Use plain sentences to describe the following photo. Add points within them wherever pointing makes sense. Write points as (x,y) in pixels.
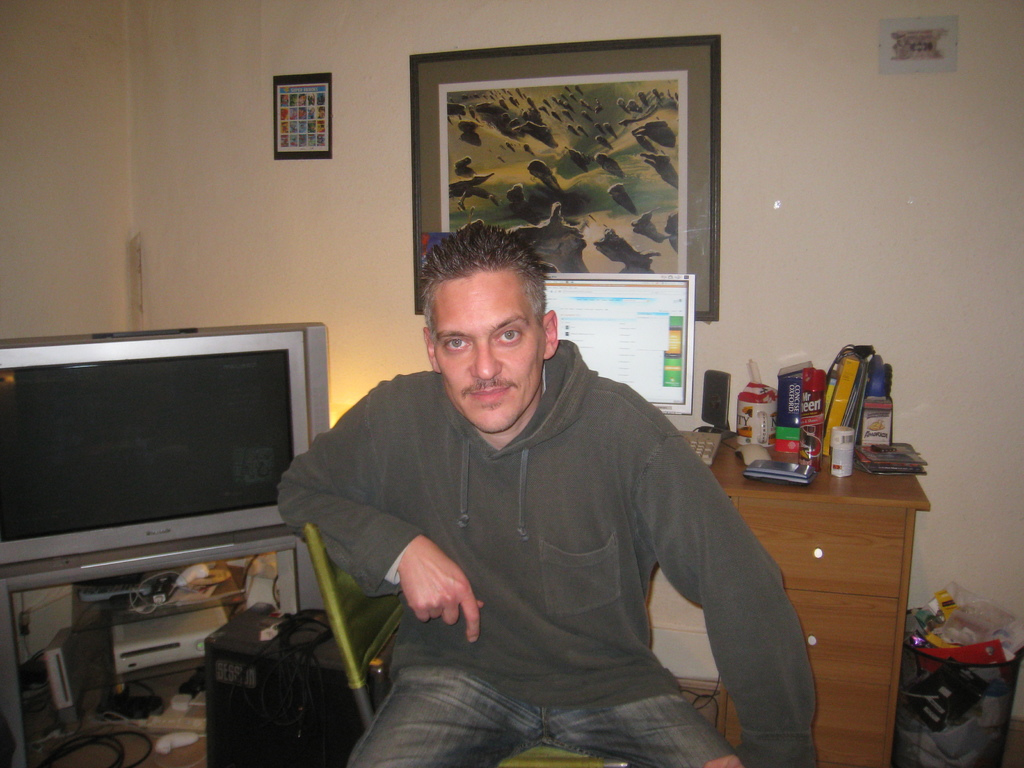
In this image there is a person (439,741) sitting on chair (369,590). Left of it there is a television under which electronic items (202,619) are kept. Backside to this person (669,460) there is a table (879,479) having monitor (688,413), keyboard (695,435), sound speaker (722,414), books (843,424) on it. There is a picture frame (588,84) fixed to the wall (951,159).
